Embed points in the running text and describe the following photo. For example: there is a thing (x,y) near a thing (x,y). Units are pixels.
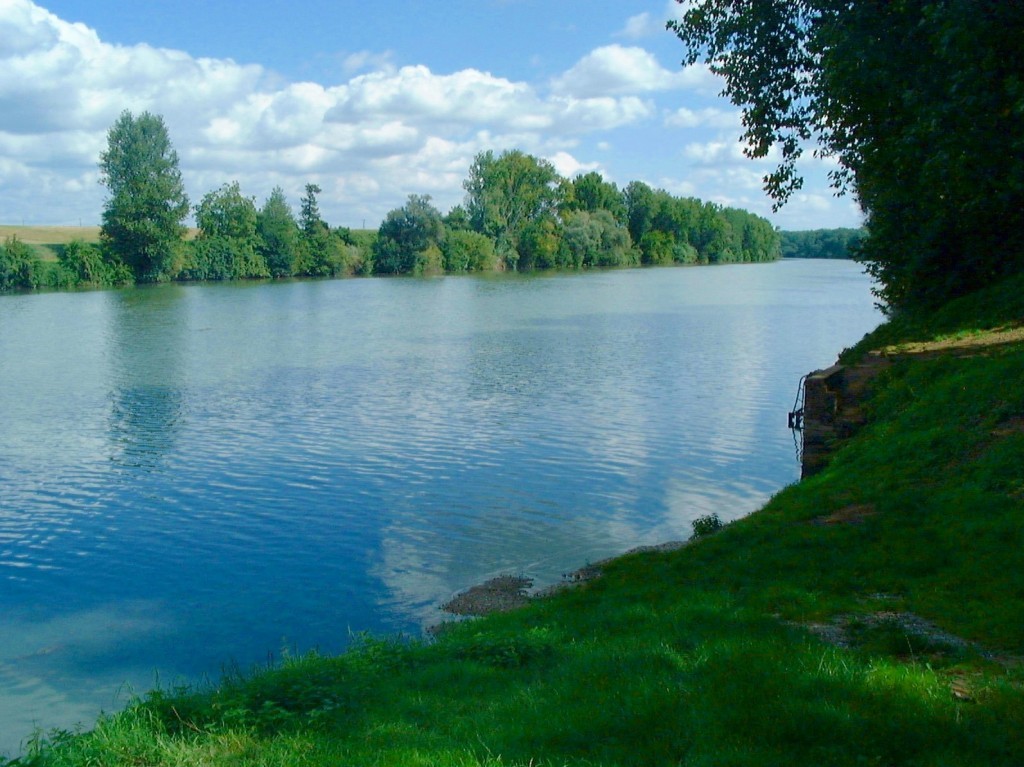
In the center of the image (573,361) there is a lake (134,376) and we can see trees (957,286). At the bottom (606,695) there is grass (706,704). In the background (354,89) there is sky (336,111).
